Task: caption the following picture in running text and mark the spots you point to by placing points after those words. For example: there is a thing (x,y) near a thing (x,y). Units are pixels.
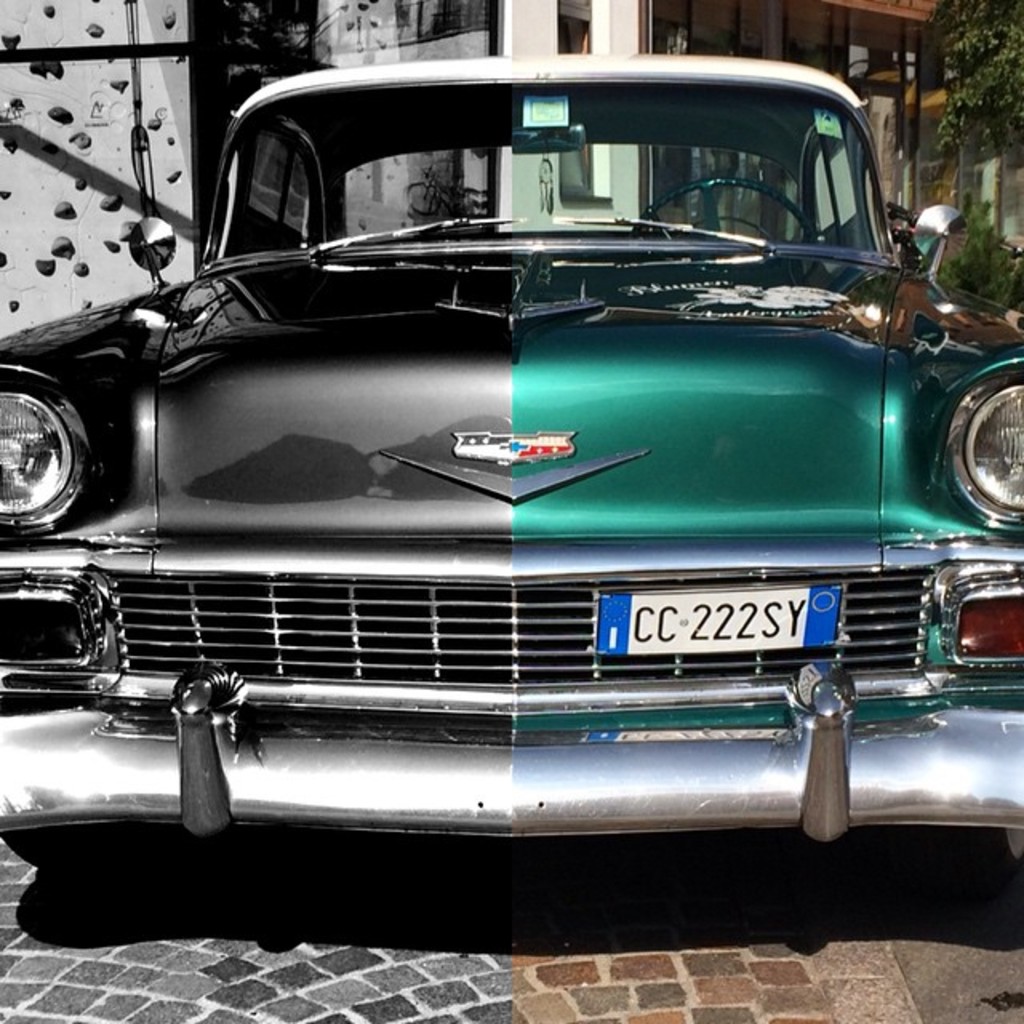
This picture is an edited picture. Left side of the image (204,369) is in black color and right side of the image (684,928) is colorful. In this image there is a car (750,473). Left side of the car (378,507) is in black color and right side of the car (728,392) is in green color. At the back (612,24) there is a building (659,46) and there are trees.
